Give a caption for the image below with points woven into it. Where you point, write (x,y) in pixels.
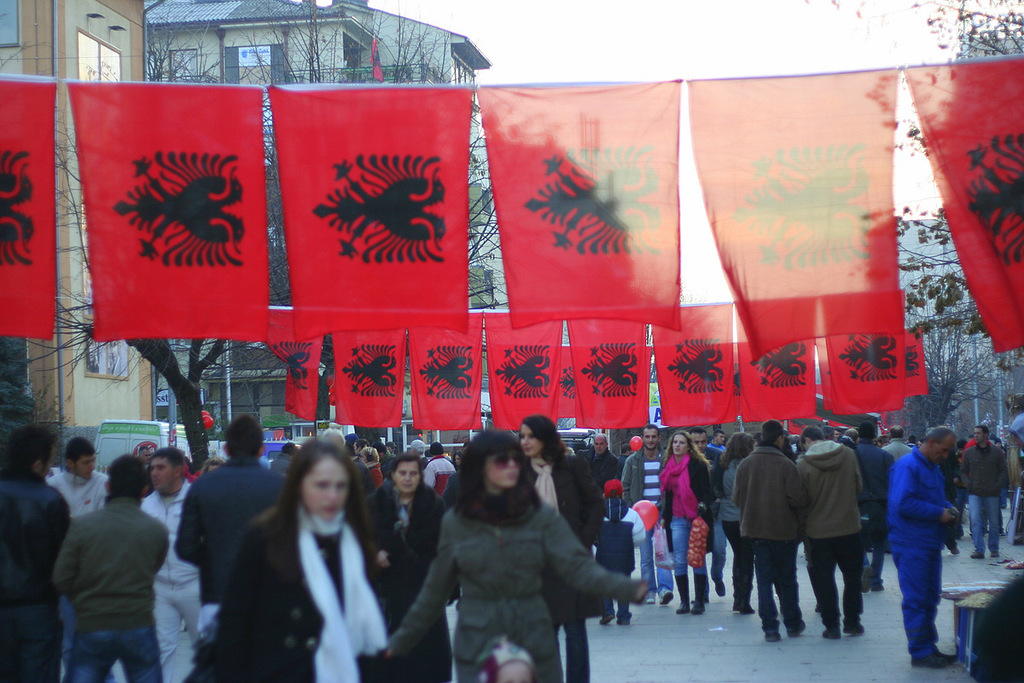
In this image I can see group of people (581,498) walking. In front (503,560) the person (528,566) is wearing grey color jacket (521,561), background (655,222) I can see few flags (380,220) in red and black color, buildings (67,34) in brown and cream color, trees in brown color and the sky (712,49) white color.
